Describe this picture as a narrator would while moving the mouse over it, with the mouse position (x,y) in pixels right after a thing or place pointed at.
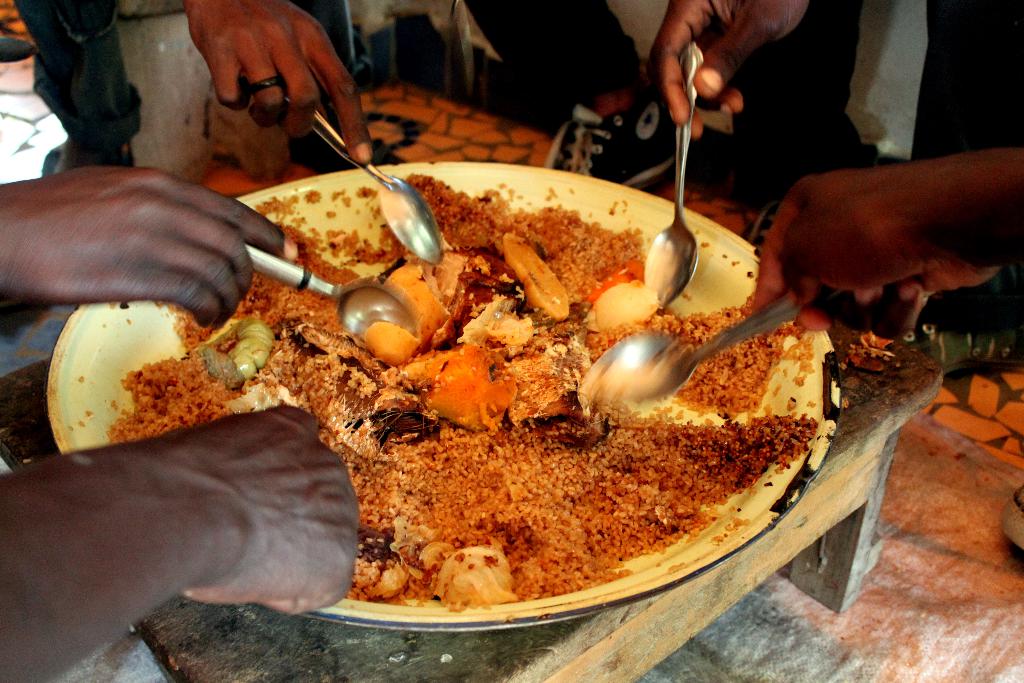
In this image I can see food (376,510) in brown, orange color in the plate (72,313) and the plate (79,330) is in white color. I can also see many human hands (327,532) holding spoons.
